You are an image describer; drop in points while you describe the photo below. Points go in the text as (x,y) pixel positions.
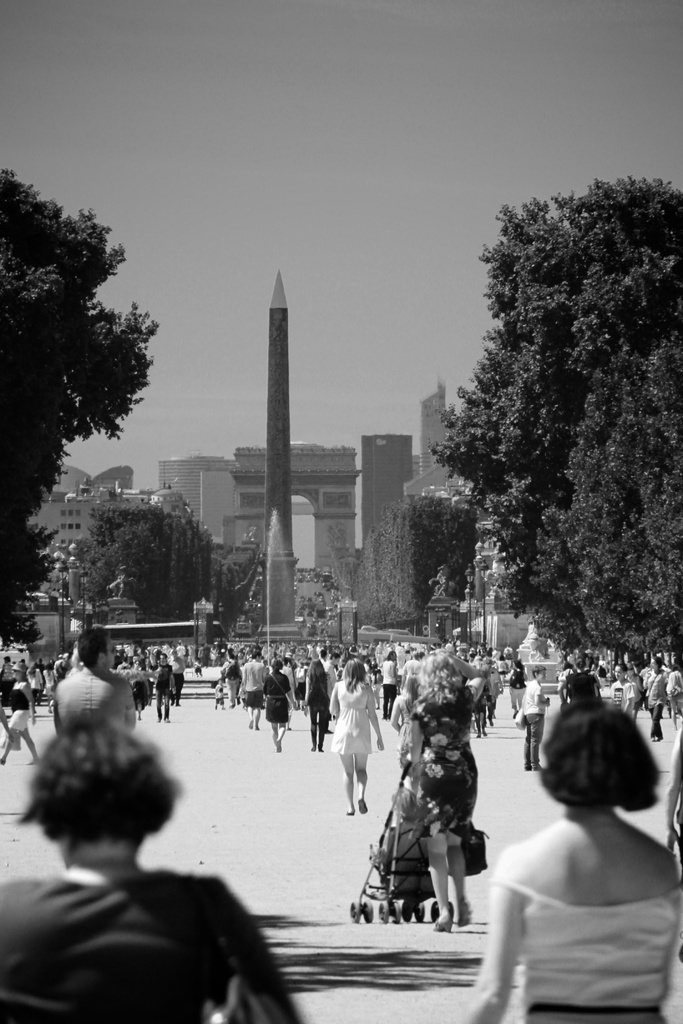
In this image we can see black and white picture of a group of people (654,875) standing on the ground (536,778). One woman (450,757) is holding a baby carrier (379,842) with her hand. In the center of the image (280,568) we can see a tower (275,581), a group of buildings (322,525). On the left (183,620) and right side of the image (610,629) we can see a group of trees (408,567) and some poles (348,621). At the top of the image (326,86) we can see the sky (276,106).
